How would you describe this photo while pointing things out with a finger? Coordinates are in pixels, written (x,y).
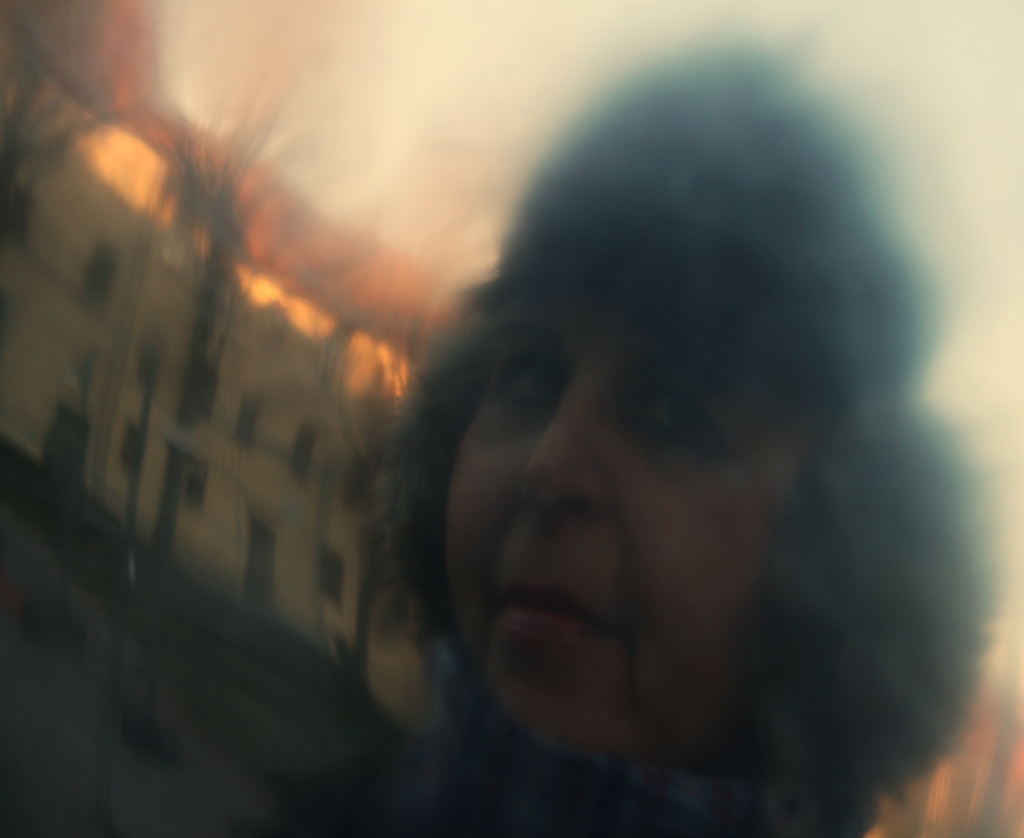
This is a blur image. In this image we can see a person (594,595). In the back (405,401) there is a building (243,298).
